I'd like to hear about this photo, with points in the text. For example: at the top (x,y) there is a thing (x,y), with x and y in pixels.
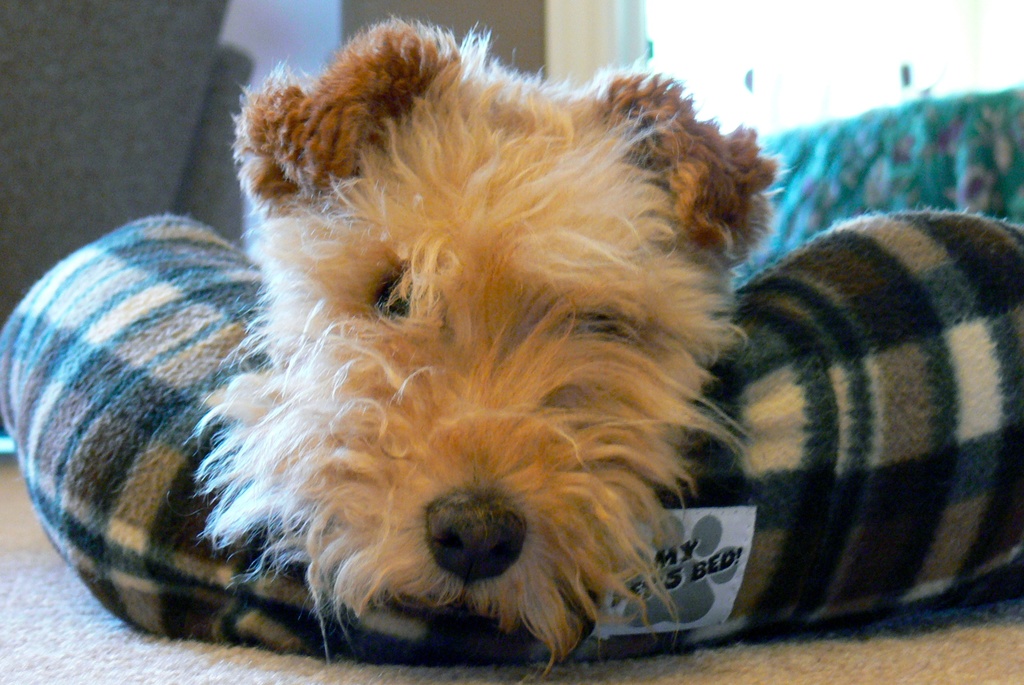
In this picture we can see a dog (573,320) on the bed (757,442).
